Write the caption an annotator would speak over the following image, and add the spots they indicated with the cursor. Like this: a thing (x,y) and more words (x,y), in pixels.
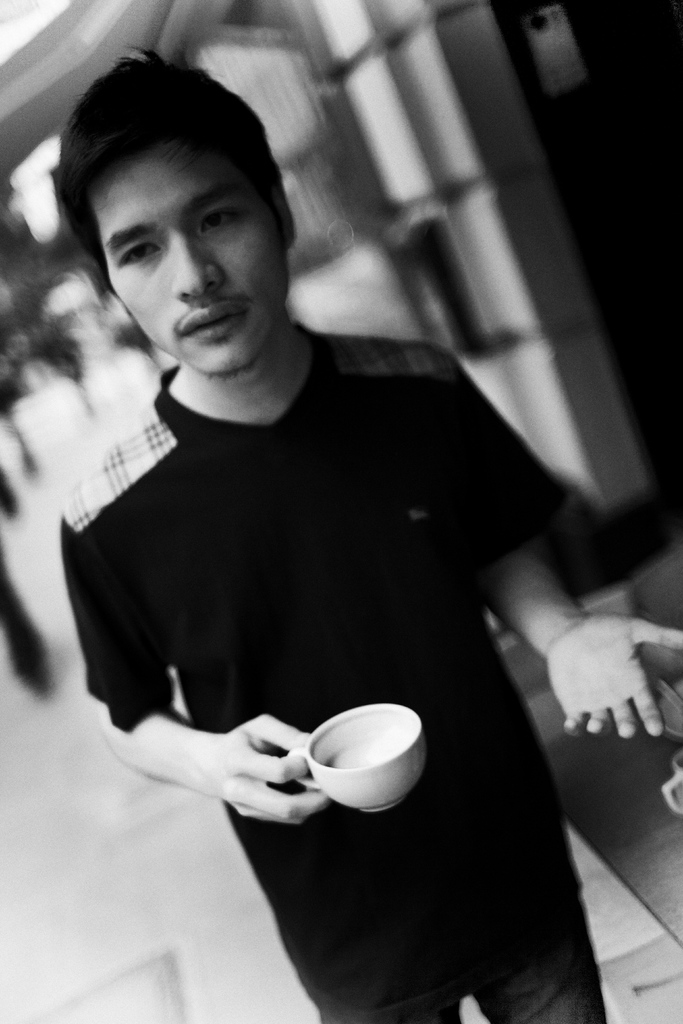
IN this picture we can see a person (246,566) holding a cup (350,763) in his right hand (267,766) wearing black shirt (209,508).
